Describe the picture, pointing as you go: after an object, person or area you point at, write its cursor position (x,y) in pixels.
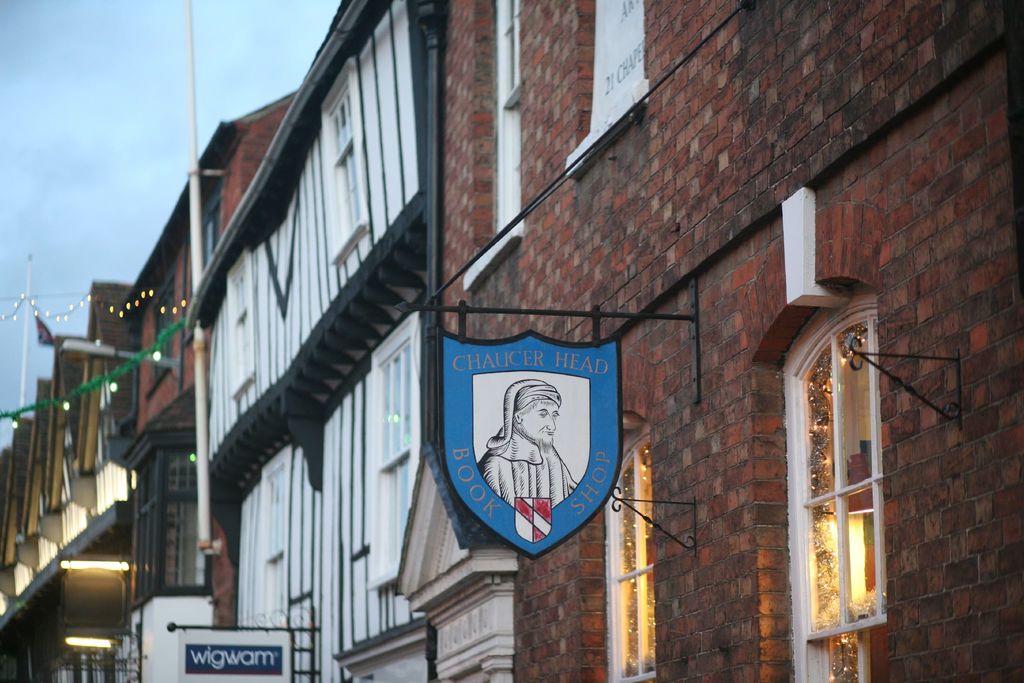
In this image there are buildings (248,432) and on the wall (682,341) of the buildings (634,447), there are boards (245,643) with some text (202,664) written on it and the sky (93,137) is cloudy.
